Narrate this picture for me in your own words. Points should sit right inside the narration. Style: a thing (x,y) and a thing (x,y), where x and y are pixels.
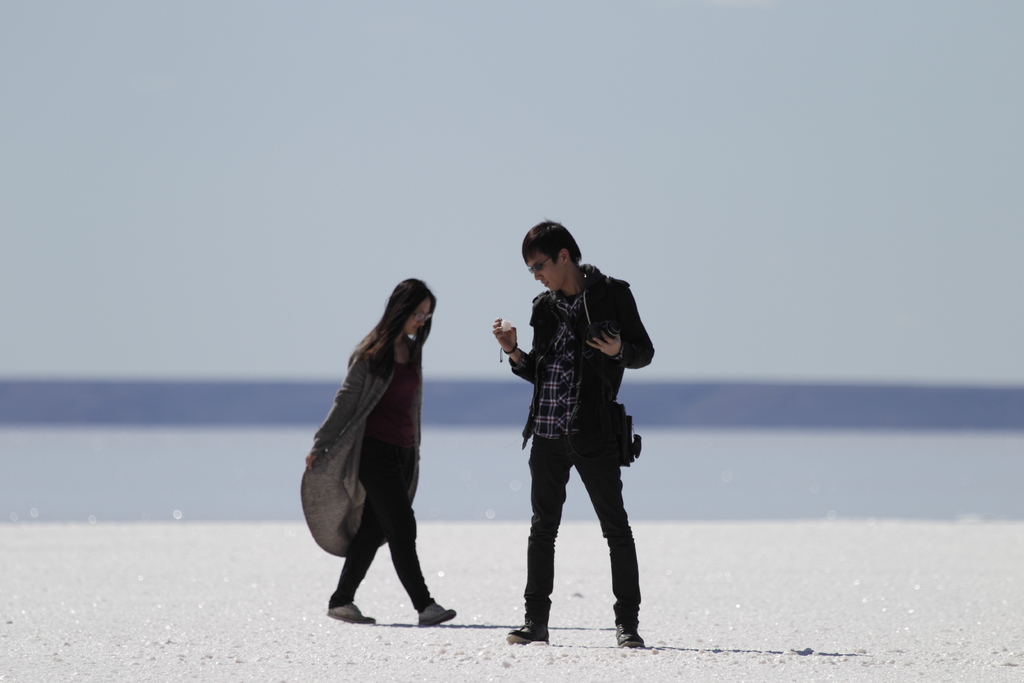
In the center of the image (567,328) a man (601,354) is standing and carrying bag (623,438) and holding camera (608,327), ball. In the middle of the image (374,444) a lady (377,503) is walking. At the bottom of the image (458,630) there is a sand (485,617). In the background of the image (257,434) we can see the water (203,478). At the top of the image (215,137) there is a sky (237,105).
